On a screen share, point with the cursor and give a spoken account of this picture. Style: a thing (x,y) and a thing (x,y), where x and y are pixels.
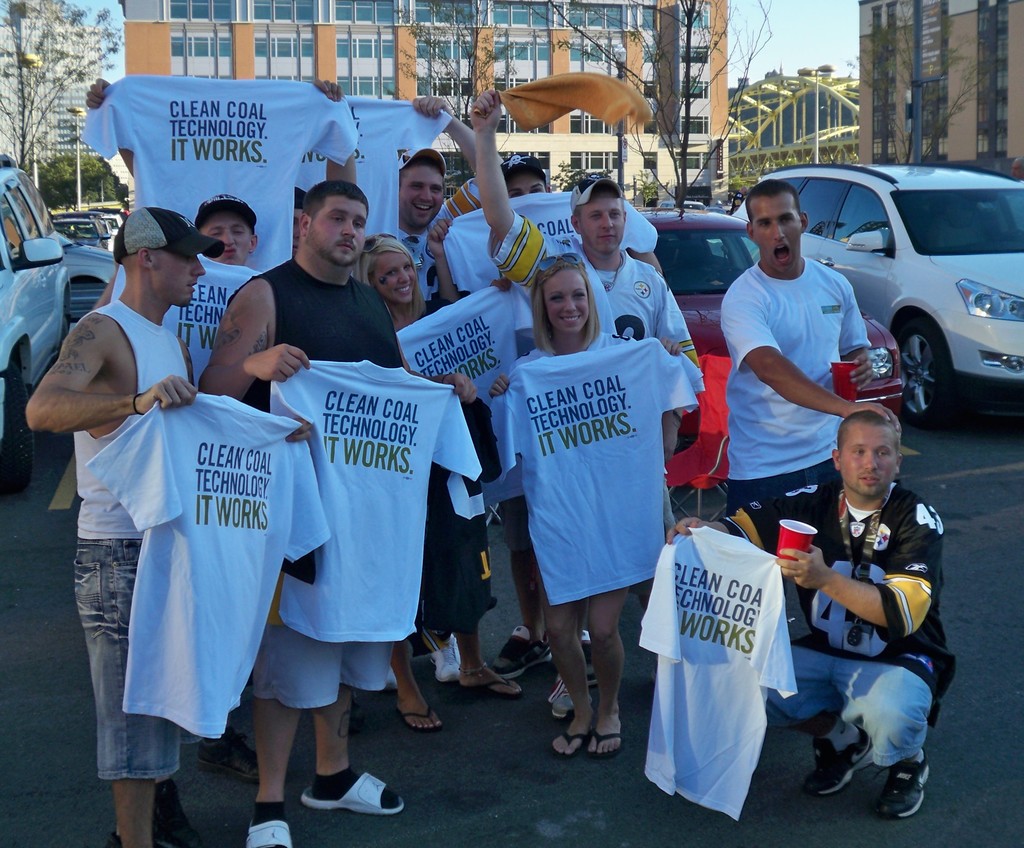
In this picture there is a group of men and women (346,301) standing on the street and holding the white t-shirts (638,473) with some slogans (557,451) on it. Behind there are some cars (717,251) parked. In the background (412,2) there is a building (708,73) with glass windows (594,57) and dry trees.
